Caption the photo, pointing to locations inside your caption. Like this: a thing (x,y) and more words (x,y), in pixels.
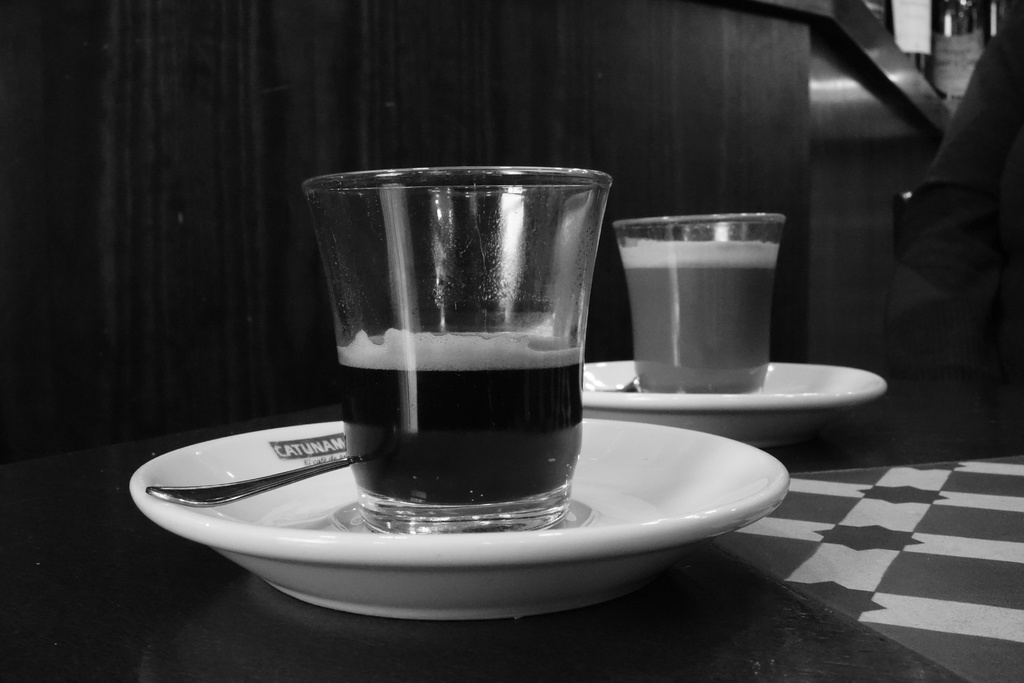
This is a black and white. There are two plates (534,576), spoons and cups (469,367) in the middle (579,313).
